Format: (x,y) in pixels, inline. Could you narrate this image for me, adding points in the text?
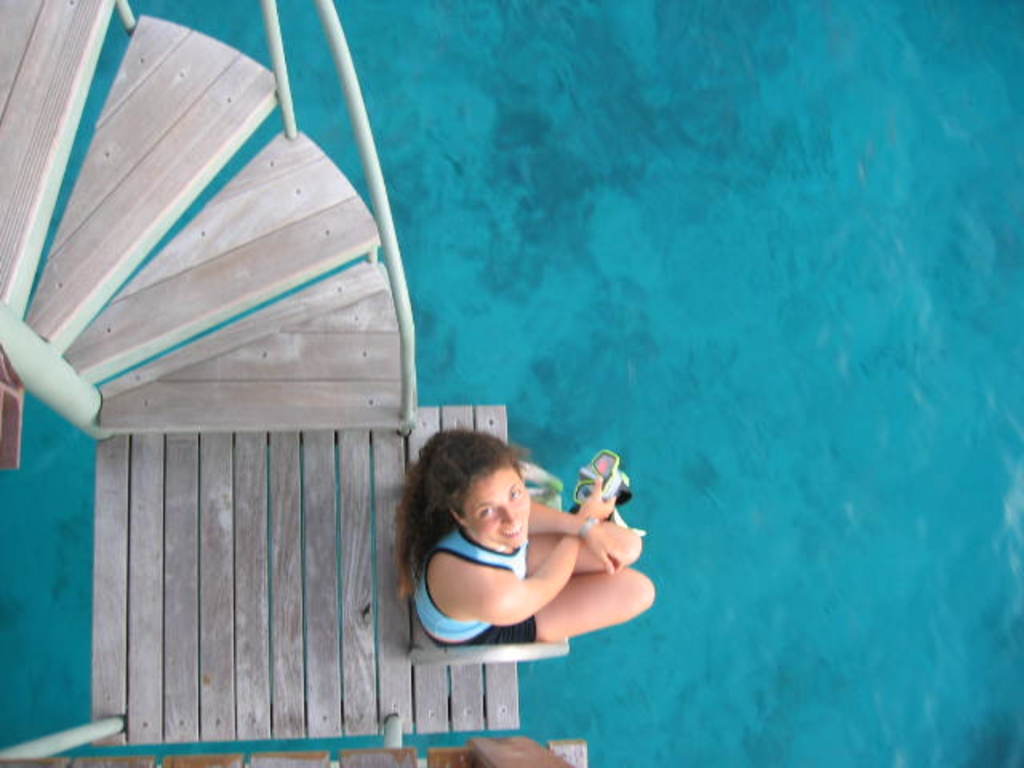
In this image we can see a woman (486,468) is holding an object (616,514) with her hand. Here we can see a staircase (296,330) and water (589,287).
